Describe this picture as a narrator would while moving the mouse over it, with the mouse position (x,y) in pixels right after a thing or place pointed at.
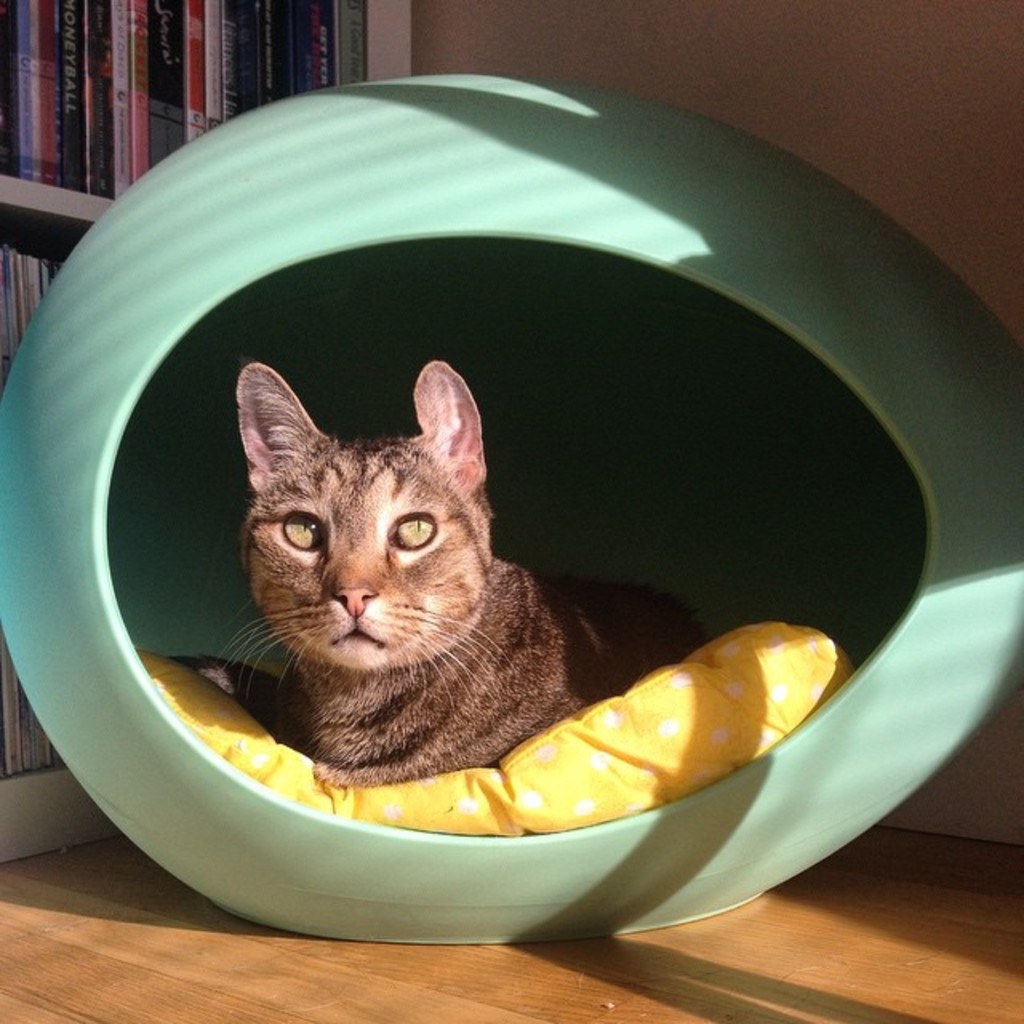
In this image there is a cat (581,658) sitting in the cat house (800,739) and in the background (192,98) there are books (88,179) in the shelves (82,203) and there is a wall (436,16).
